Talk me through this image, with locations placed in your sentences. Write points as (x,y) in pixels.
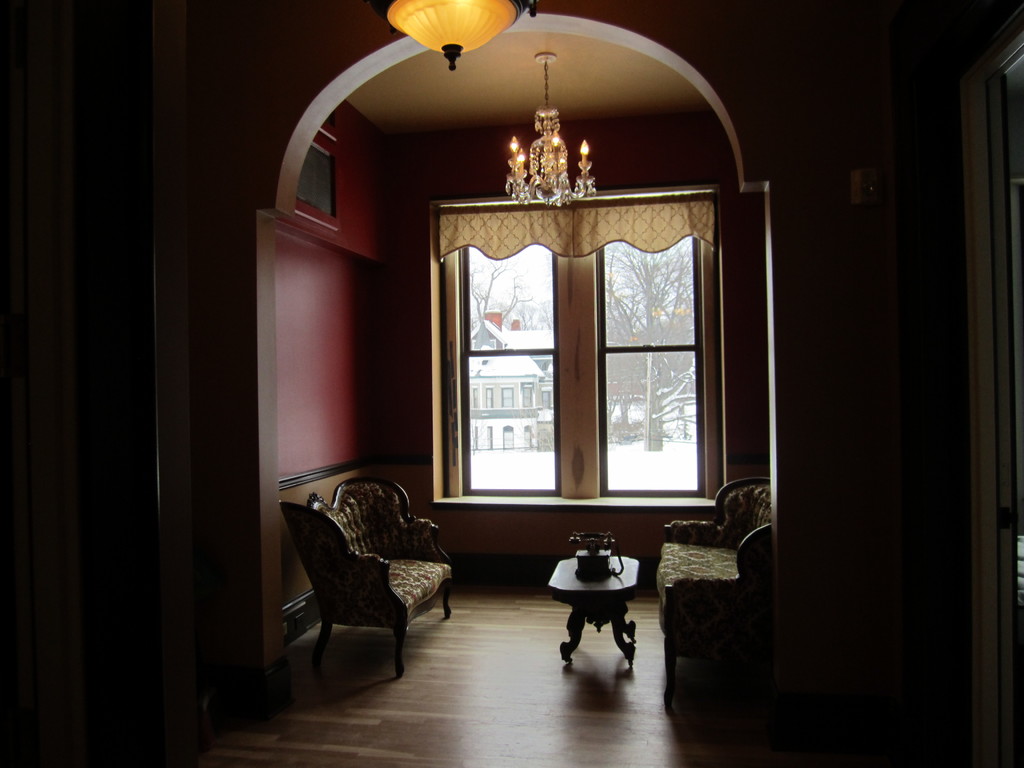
In the center of the image (447,370) there is a window (534,366). Through the window (573,391) we can clearly see a building (514,383), tree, sky (671,292) and snow (668,447). On the top of the image (433,38) there is a light (473,9). And on the bottom (761,535) we can see a two sofa (405,570) and a table (584,595).
